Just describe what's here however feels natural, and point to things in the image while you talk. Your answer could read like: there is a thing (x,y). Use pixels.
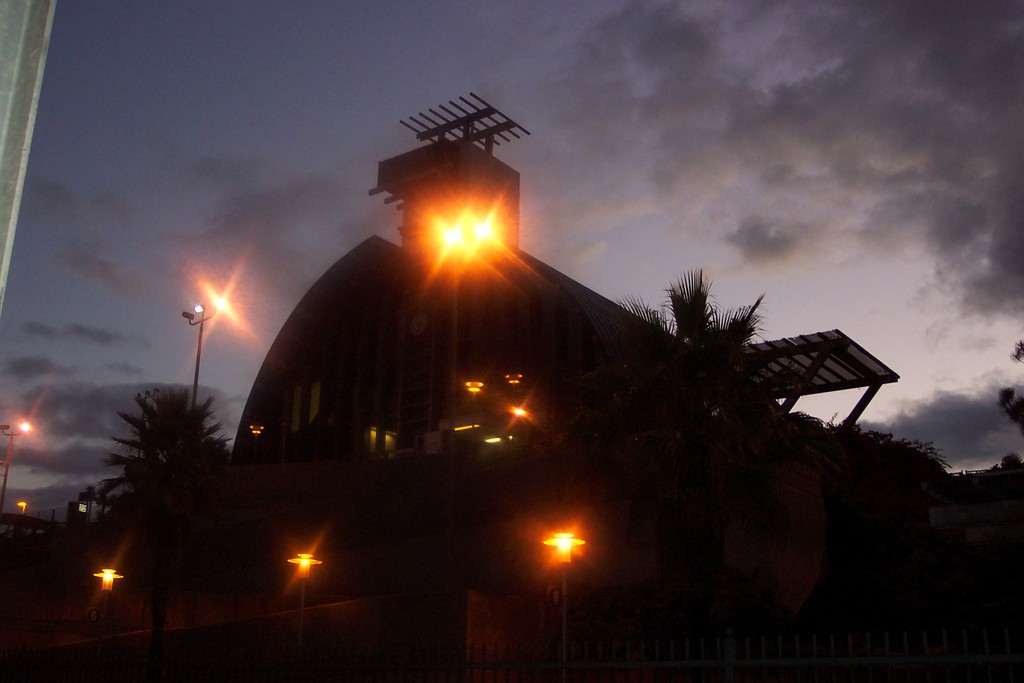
In the center of the image (483,385) we can see a building (357,378), roof (836,366). In the background of the image (715,362) we can see the trees (787,447), lights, poles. At the top of the image (409,114) we can see the clouds (908,139) in the sky (194,216).
